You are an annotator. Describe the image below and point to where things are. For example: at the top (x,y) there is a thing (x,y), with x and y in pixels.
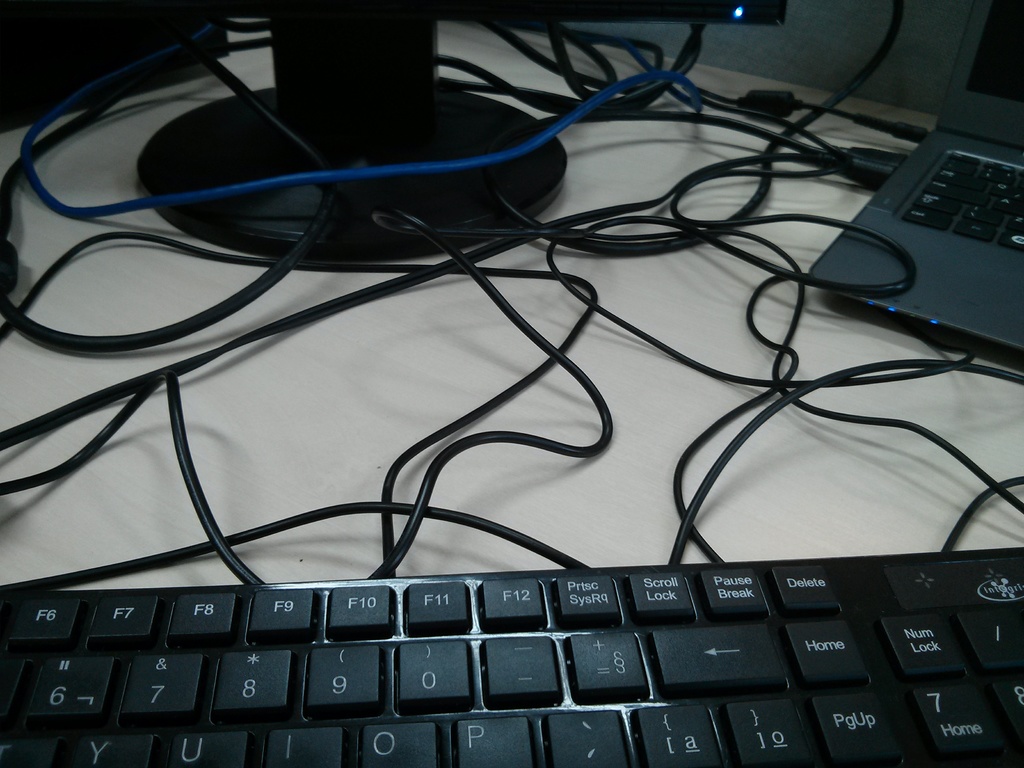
In this image we can see a keyboard (710,617), a laptop (932,331), system (409,176) and few wires (579,294) on the table (380,408) and a wall (848,33) in the background (804,62).
